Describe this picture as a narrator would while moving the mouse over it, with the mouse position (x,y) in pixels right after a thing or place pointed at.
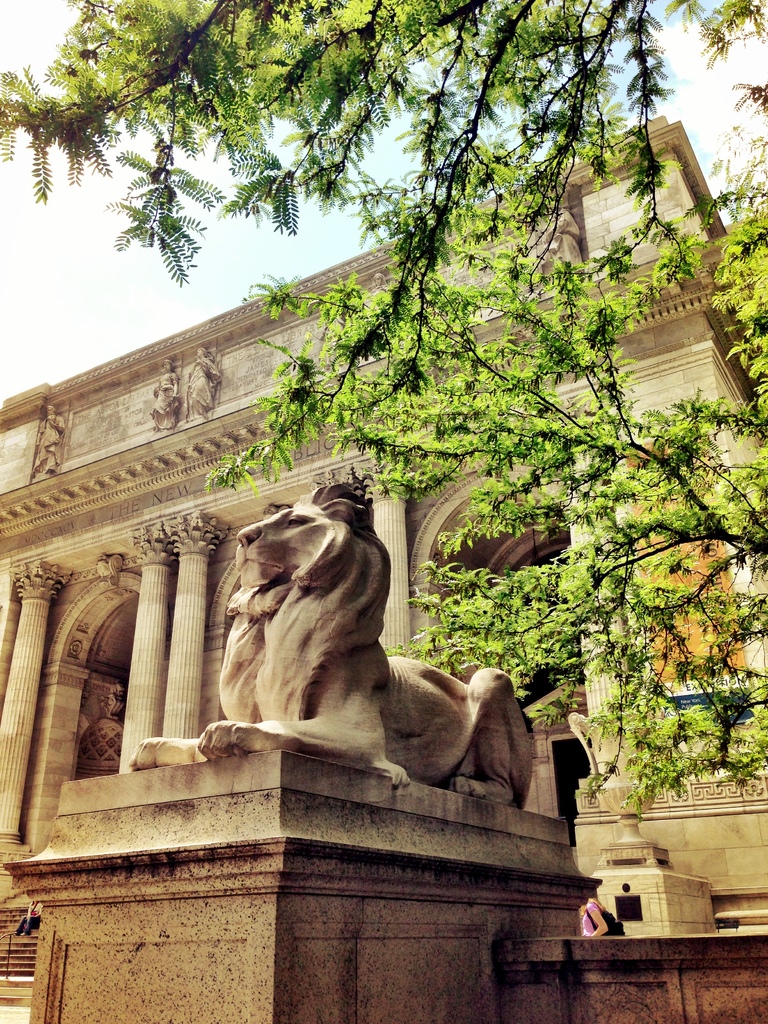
In the center of the image (320,591) we can see statue (227,653). In the background (295,439) we can see tree (449,390), building (328,367) and sky (208,263).
